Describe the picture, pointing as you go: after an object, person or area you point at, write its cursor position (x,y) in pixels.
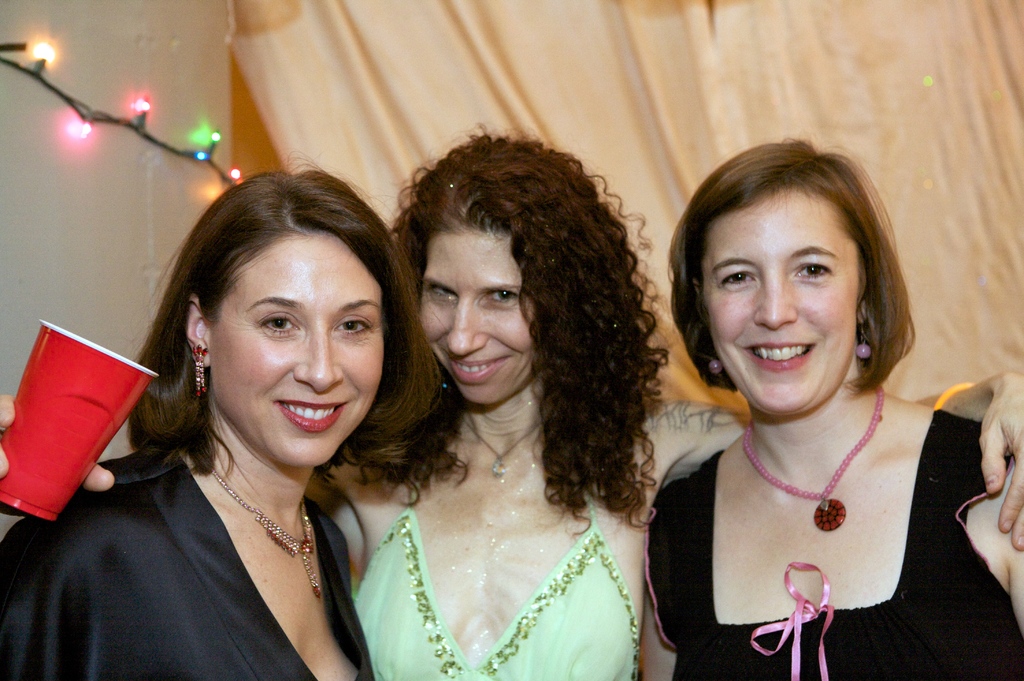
In the picture we can see three women (295,471) are standing together and smiling, two women (297,260) are in black dresses (91,619) and one woman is in the green dress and holding a glass (40,492) which is red in color and behind them, we can see a cream color curtain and beside it we can see a pillar (95,272) to it we can see some decorative lights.
